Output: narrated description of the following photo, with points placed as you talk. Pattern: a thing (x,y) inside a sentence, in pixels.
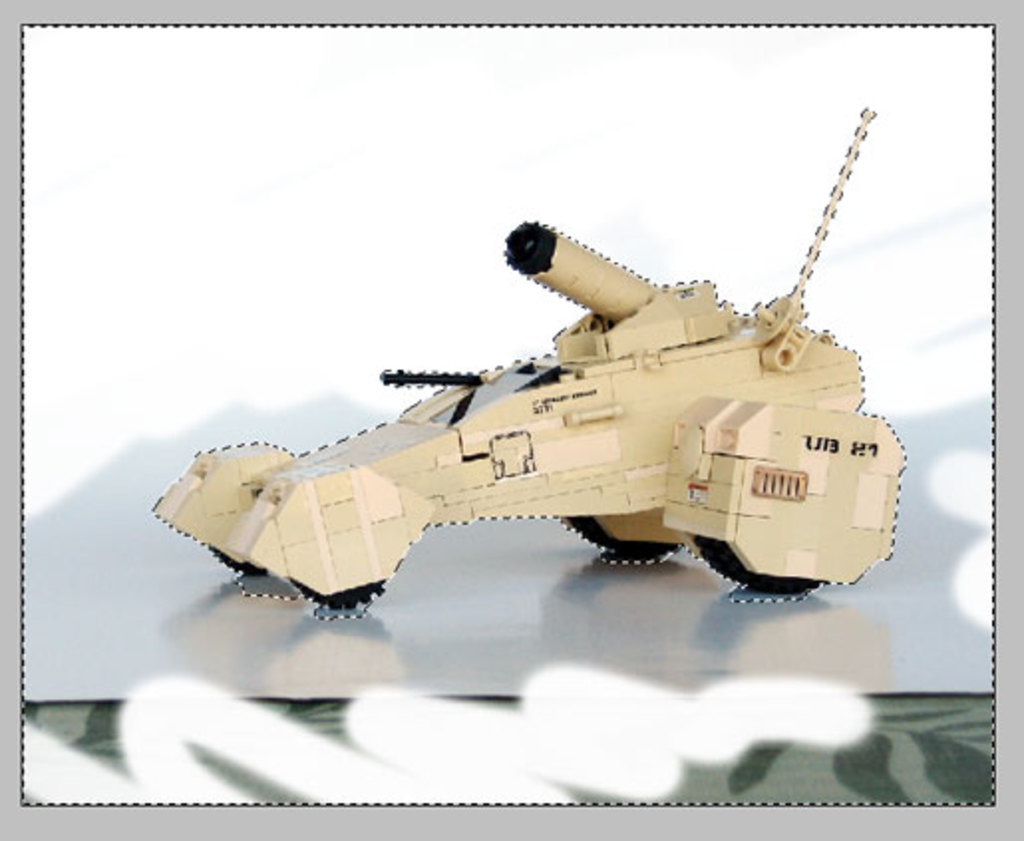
In this image we can see the depiction of a military vehicle (606,441) on the surface (555,604) and the image has borders (1004,290).
